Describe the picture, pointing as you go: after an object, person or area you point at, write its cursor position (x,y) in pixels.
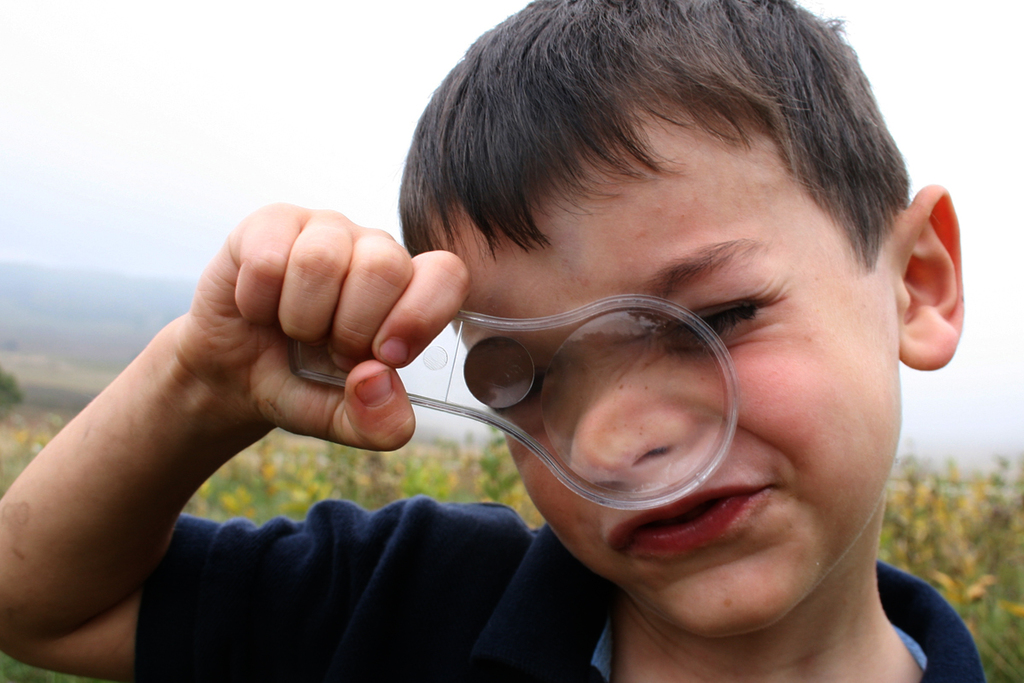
The boy (735,325) in front of the picture wearing the blue T-shirt (504,571) is holding a magnifying glass (552,351) in his hand (407,324). Behind him, we see plants (971,527) or trees (969,557). There is a hill (88,331) in the background (41,296). At the top of the picture (176,110), we see the sky (234,100).
